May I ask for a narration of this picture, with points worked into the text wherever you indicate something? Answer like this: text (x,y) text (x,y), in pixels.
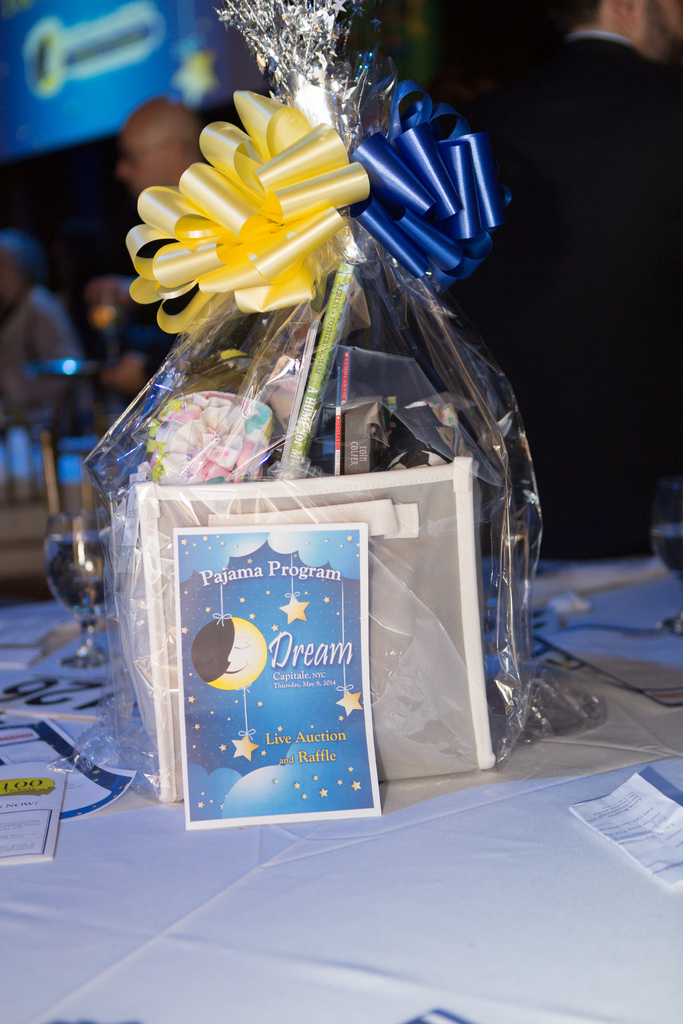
In this image we can see a box (334,505) and some objects (382,433) inside a cover (410,325) tied with the ribbons (363,197) which is placed on the table (308,848). We can also see a glass (92,642), some papers (259,793) with text (316,749) on them and a cloth (400,936) on the table (438,908). On the backside (676,453) we can see a board (55,48) and some people (27,323) standing.
